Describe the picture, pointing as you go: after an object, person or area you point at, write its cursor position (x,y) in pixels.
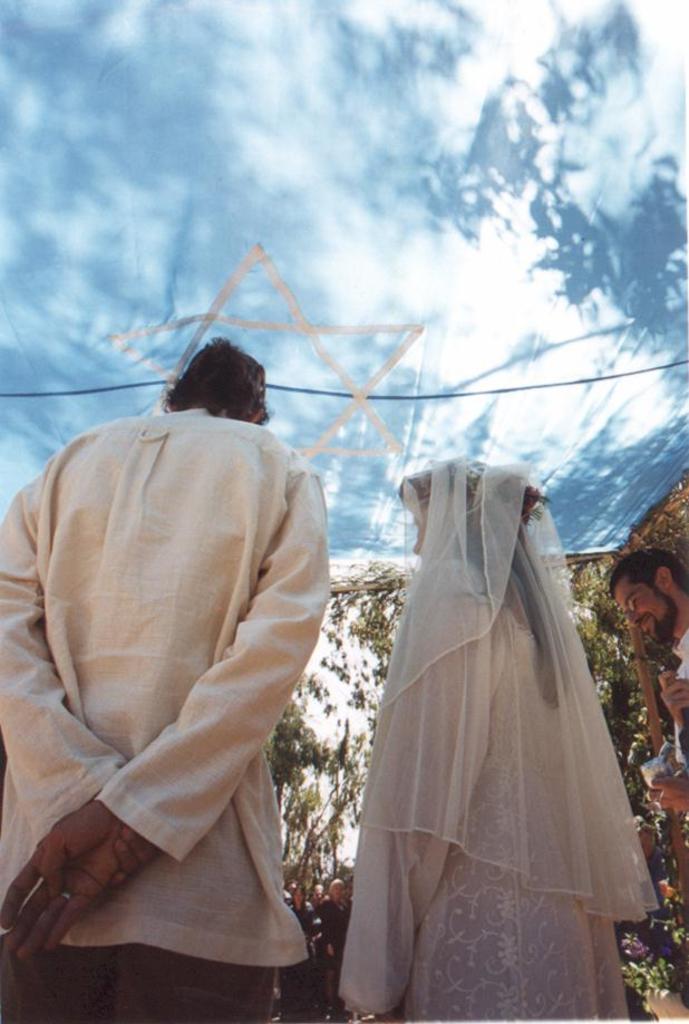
In this image we can see two persons (392,688) wearing similar color dress (373,795) standing and at the background of the image (292,816) there are some trees (298,808) and at the top of the image (364,310) there is blue color sheet (307,288) and white color star (183,323).
